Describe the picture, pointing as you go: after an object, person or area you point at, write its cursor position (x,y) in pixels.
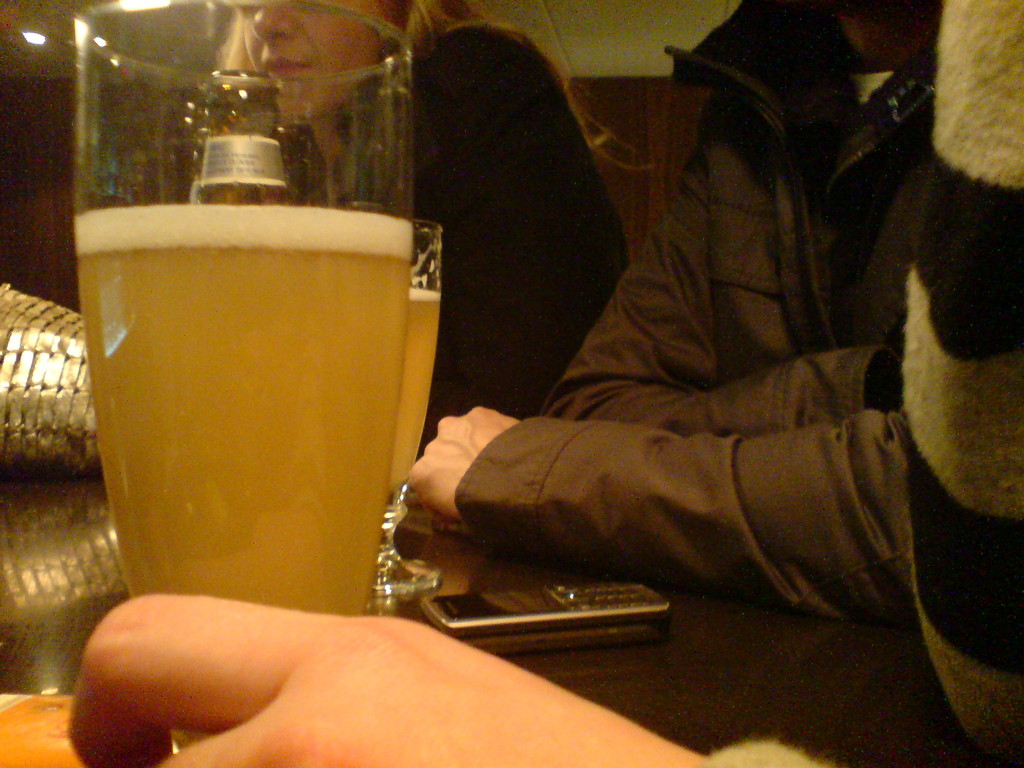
At the bottom (253,554) we can see glass (138,274) with liquid (225,415) in it and a person hand (285,659). On the table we can see a wine bottle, bag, mobile (547,643) and a glass (422,395) with liquid (421,379) in it. In the background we can see two persons (472,514), cloth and a wall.
